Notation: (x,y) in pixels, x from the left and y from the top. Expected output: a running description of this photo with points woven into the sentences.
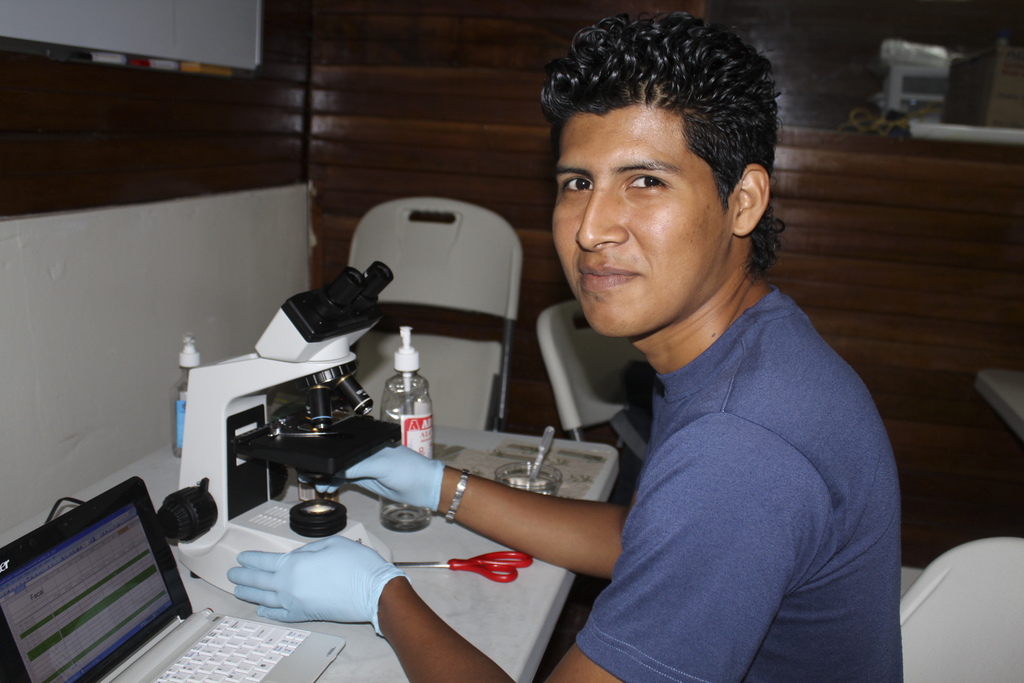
In this picture a man (750,507) is seated on the chair (959,563) and he is smiling, in front of him we can find a laptop (64,572), a microscope (270,466), bottle (426,410), scissor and a bowl (541,475) on the table (433,559) and also we can see a wall (258,111).
